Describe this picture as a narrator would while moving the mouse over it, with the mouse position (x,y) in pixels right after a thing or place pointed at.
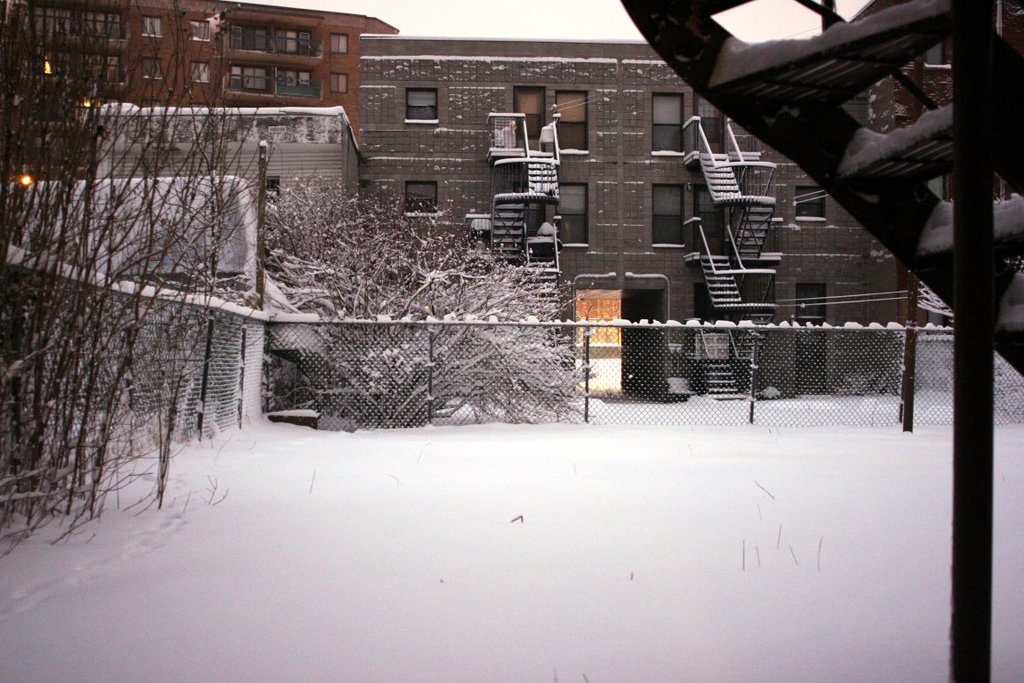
In this image there is a land (463,435) that is covered with snow (892,633), in the background (254,321) there is a fencing (849,351), buildings (495,123) and trees (486,301).
